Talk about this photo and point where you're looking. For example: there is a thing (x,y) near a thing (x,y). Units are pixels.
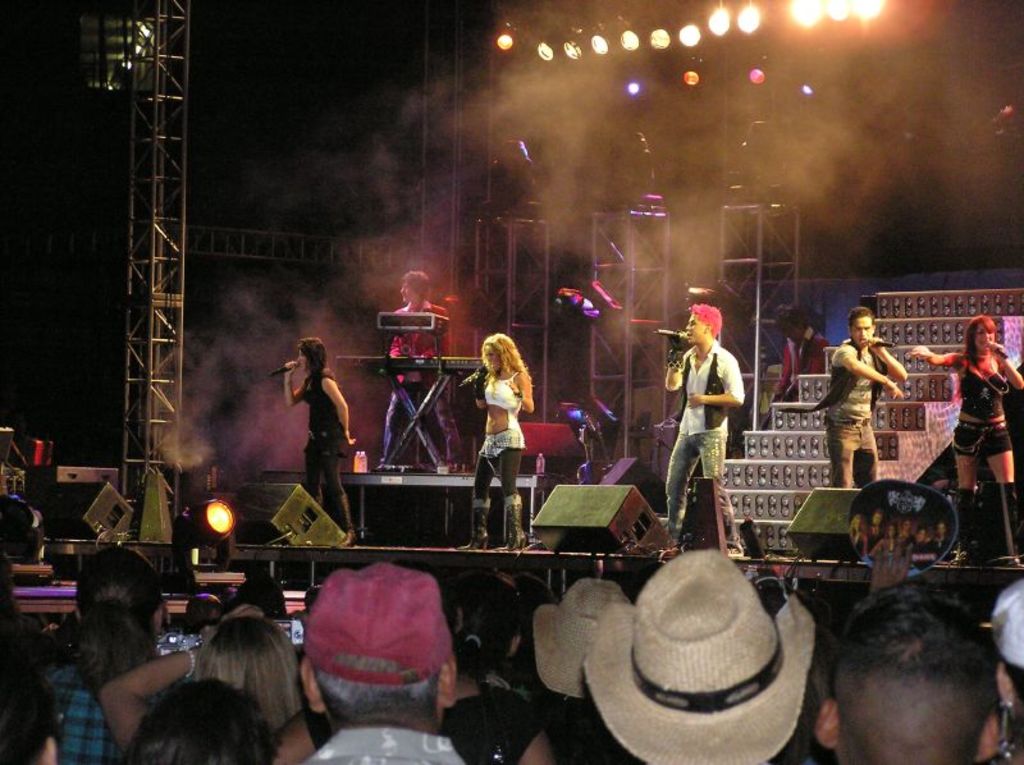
In this image, we can see few people (985,411) on the stage (477,565). Few people (321,435) are holding microphones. Here we can see boxes (110,498), light (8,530), stairs (752,439), few things (6,472) and objects (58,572) on the stage (386,540). Background (4,407) we can see rods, lights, smoke (766,225) and dark view. At the bottom of the image (609,734), we can see a group of people (642,649). Few people (360,750) are wearing caps (366,641) and hats (696,666).
